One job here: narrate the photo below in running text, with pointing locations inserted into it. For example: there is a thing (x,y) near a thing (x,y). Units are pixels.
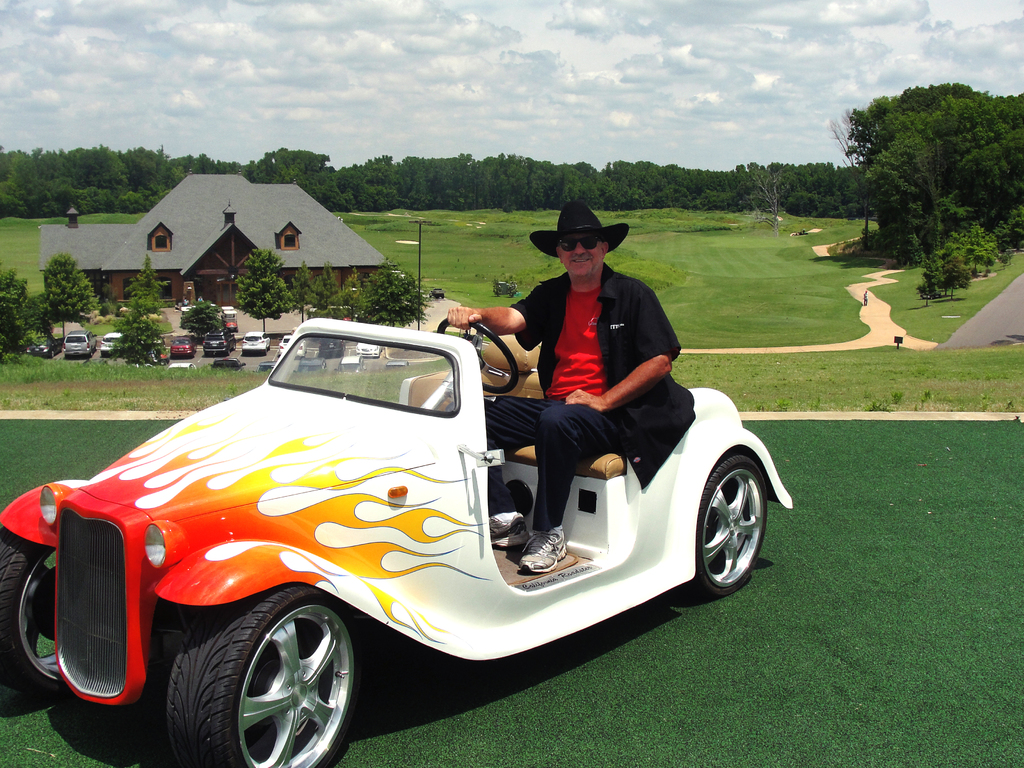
A man (581,353) in red and black dress (578,350) is wearing spectacles (580,242) and hat (572,214) holding the steering (486,330) and sitting on a vehicle (393,459). And there is a lawn (822,593). And in the background (197,234) there is a house (187,264), trees (86,286) and vehicles (222,335) are parked. And the sky (305,46) is looking cloudy. And there is a road (880,321).
